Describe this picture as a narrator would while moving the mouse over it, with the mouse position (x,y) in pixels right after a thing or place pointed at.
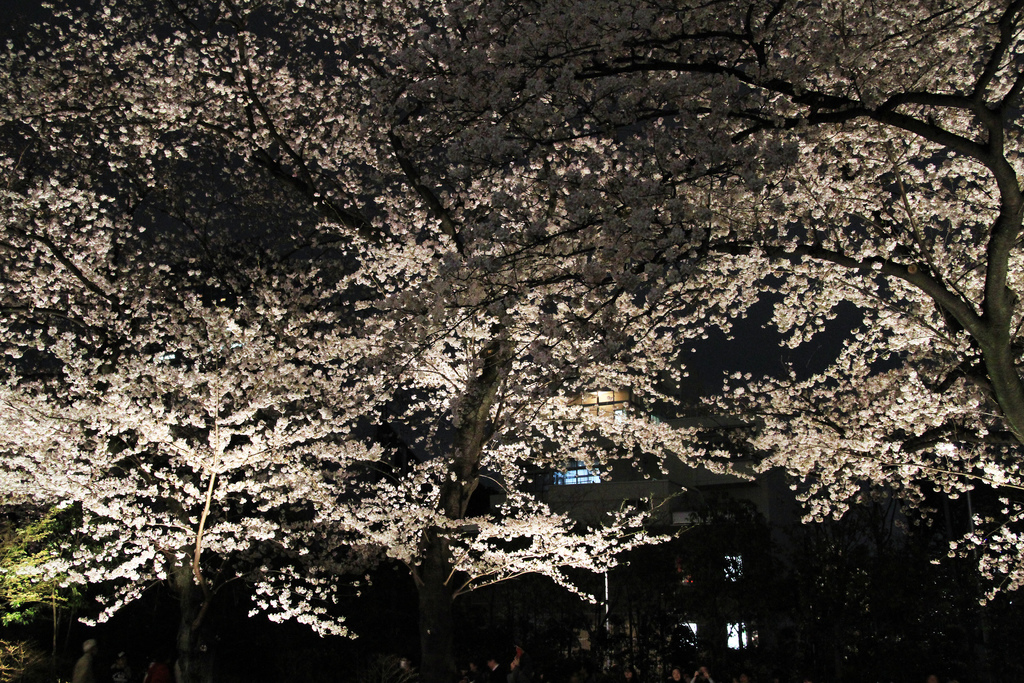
In this image we can see trees (330,295) and buildings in the background (689,416).
